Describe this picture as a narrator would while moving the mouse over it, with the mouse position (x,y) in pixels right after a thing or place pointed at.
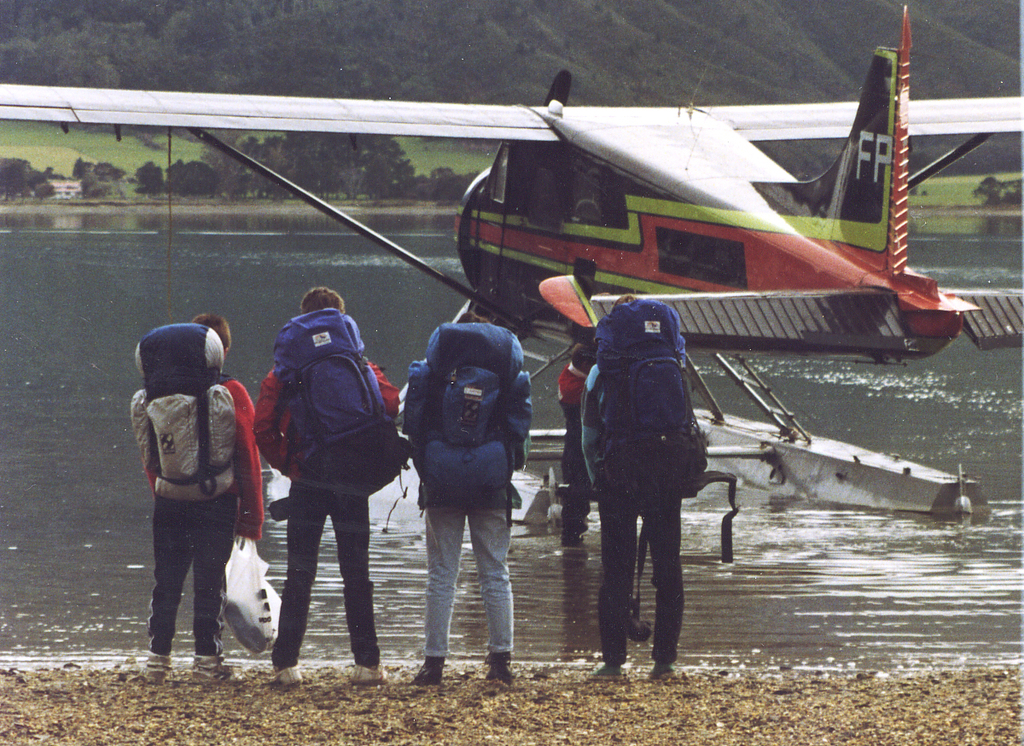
In this image in the foreground (282,474) there are four people (628,519) who are standing, and they are wearing bags (510,453) and one person (247,407) is holding a cover (262,597). In the center (369,269) there is water (834,509), in that water (868,547) there is one airplane (786,249). In the background (664,39) there are some trees (319,168) and mountains (780,18).
